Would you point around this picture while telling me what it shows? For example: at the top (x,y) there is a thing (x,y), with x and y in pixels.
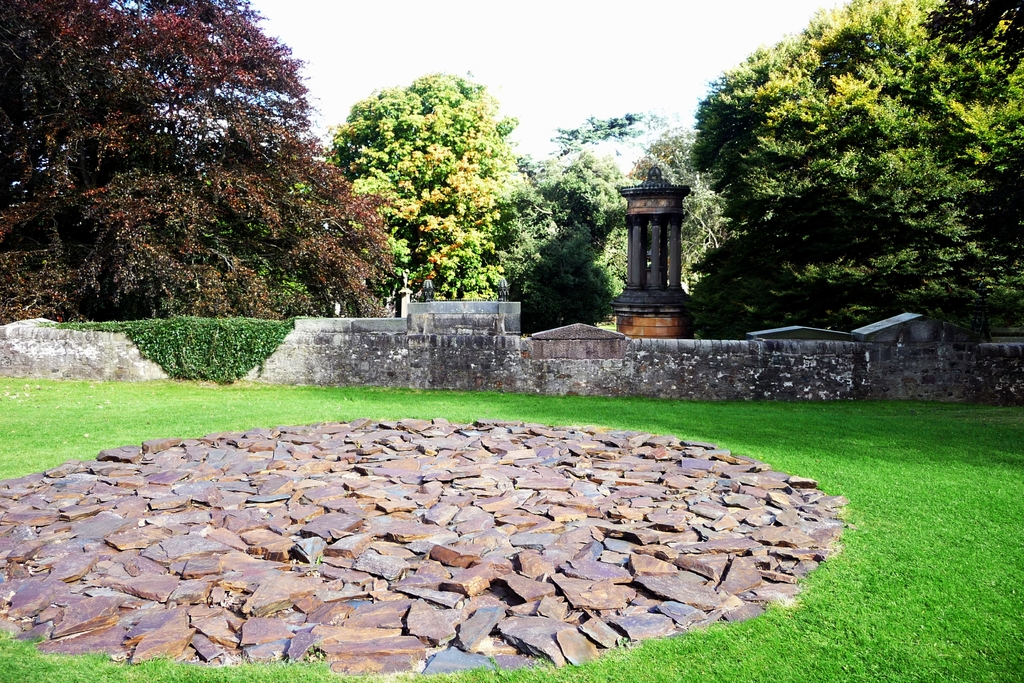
This image is taken outdoors. At the top of the image (537,52) there is the sky (564,53). At the bottom of the image (896,596) there is a ground (749,631) with grass (927,587) on it. There are many stones (442,547) on the ground (124,674). In the background (164,220) there are many trees (245,212) with leaves (549,218), stems (711,247) and branches (891,167). There is an architecture (657,255) with pillars (659,240). There is a wall (489,340) and there is a creeper (213,352) with green leaves (227,345).
